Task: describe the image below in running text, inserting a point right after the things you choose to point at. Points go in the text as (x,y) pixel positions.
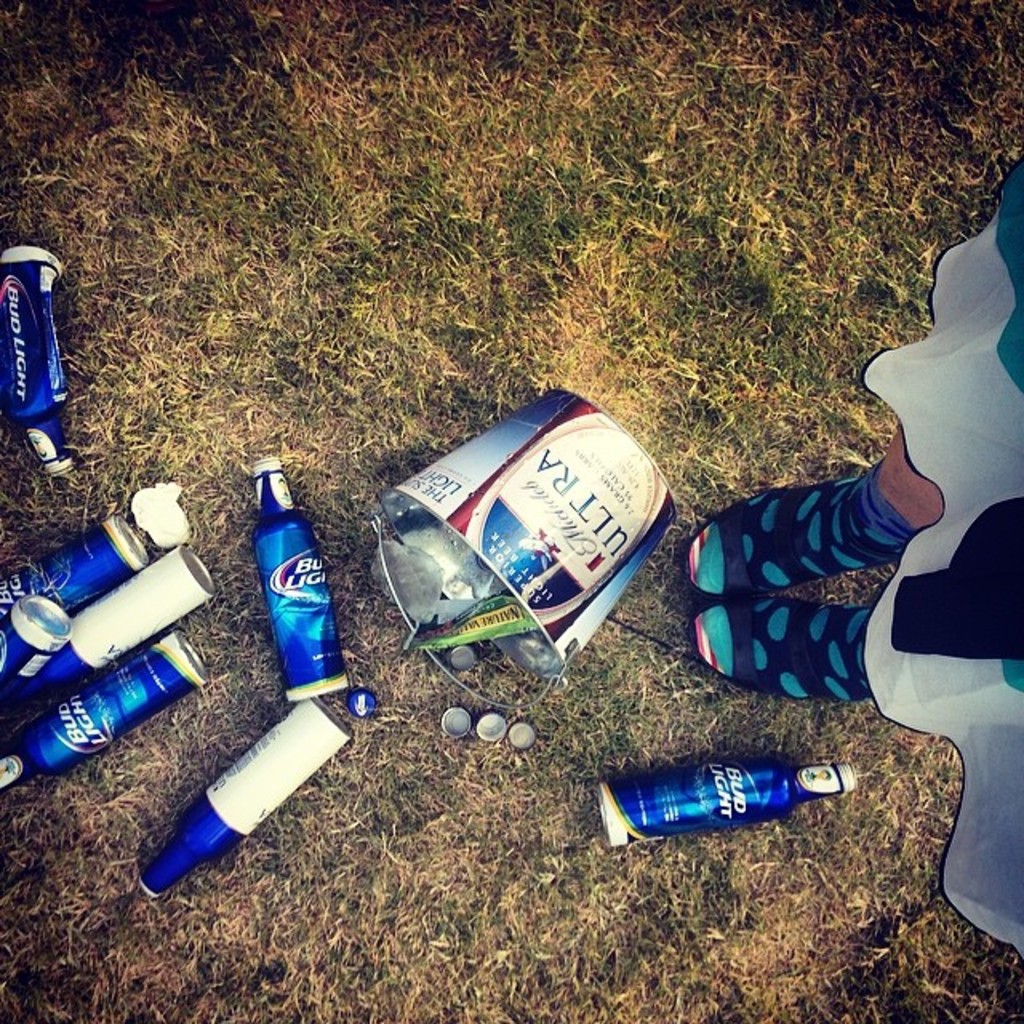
In this image we can see some bottles (120,693) and bucket (527,648) on the grass (540,388) and on the right hand side (785,488) we can see human legs (788,552).
